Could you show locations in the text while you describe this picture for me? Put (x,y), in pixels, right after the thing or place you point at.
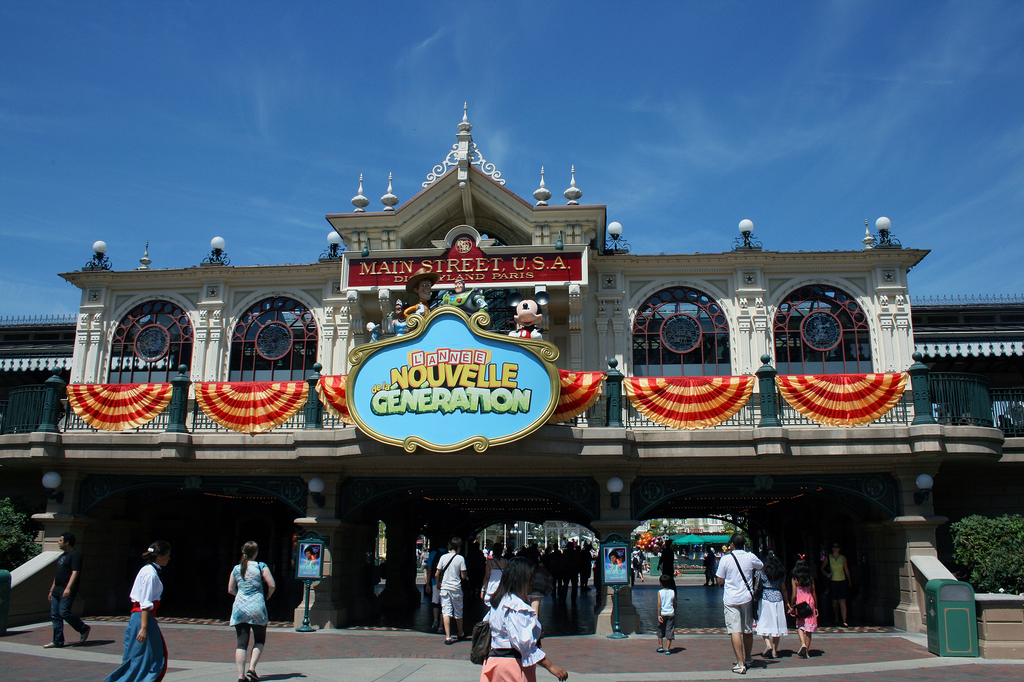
In the picture there is a building (702,348). There are people (243,599) outside and inside the building (796,535). There are glass windows (820,322) and railing (911,366). There is cloth (729,414) spread on railing (762,399). There is a board (461,385) with text (421,370) on it hanging to the railing (909,403). There are lights (755,242) above the building (766,253). There are hedges (995,543) to the extreme corners of the image. To the above there is sky (397,72).
